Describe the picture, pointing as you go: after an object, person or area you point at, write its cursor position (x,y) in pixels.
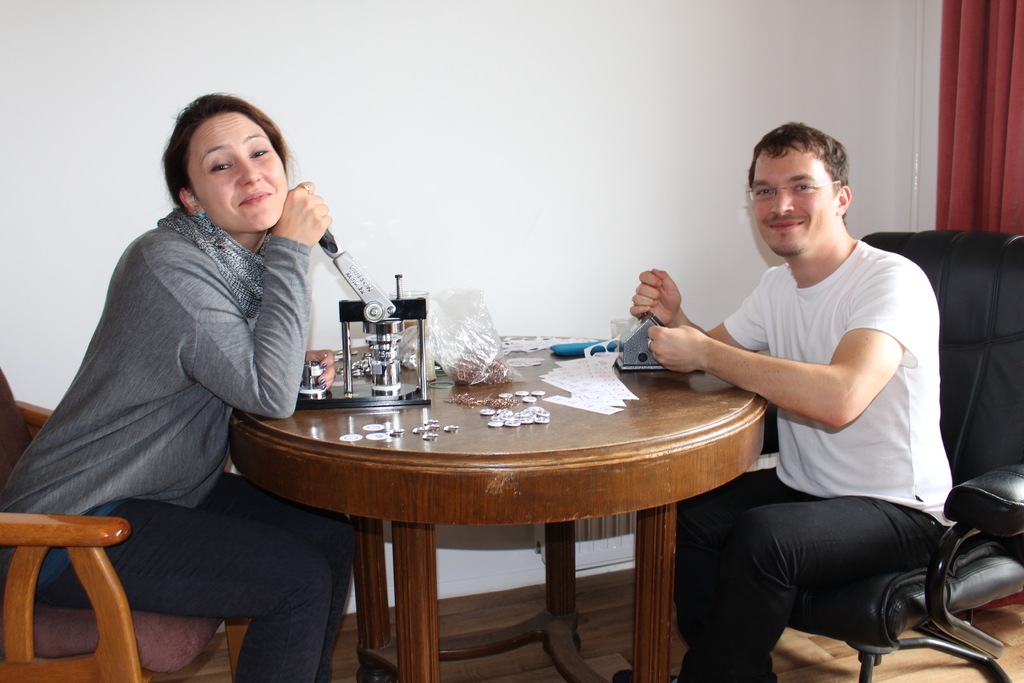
a couple (227,214) are posing to camera, sitting at a table (571,462), doing a cutting and pressing.
